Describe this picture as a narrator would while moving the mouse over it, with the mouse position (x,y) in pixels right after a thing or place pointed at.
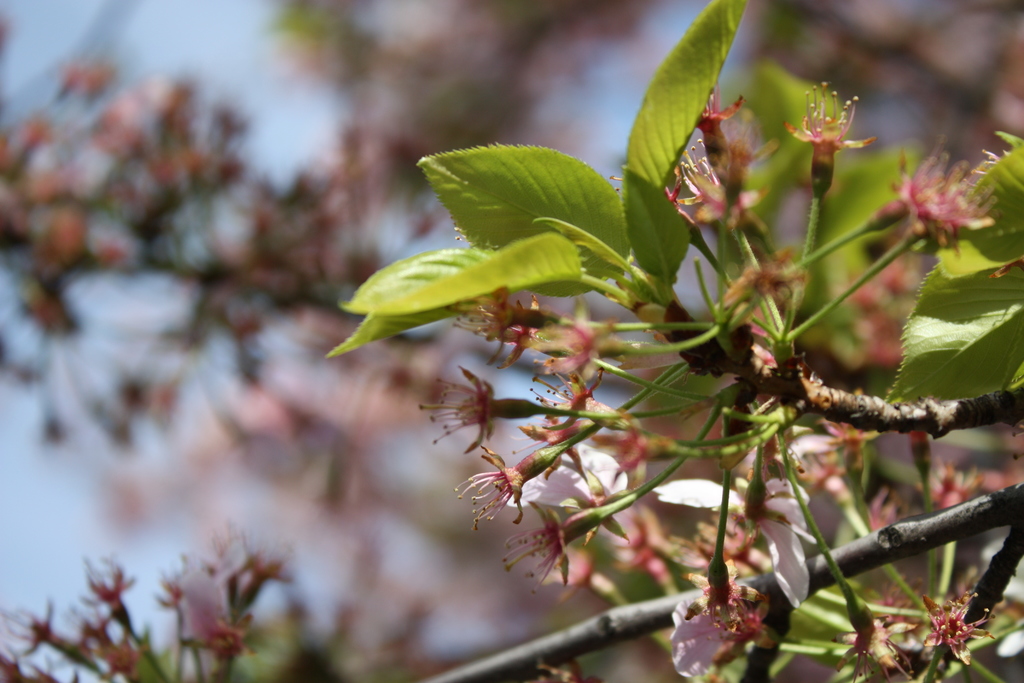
In this image there are few plants (708,409) having flowers (961,600) and leaves (1001,368). Background (586,130) there is sky (36,563).
